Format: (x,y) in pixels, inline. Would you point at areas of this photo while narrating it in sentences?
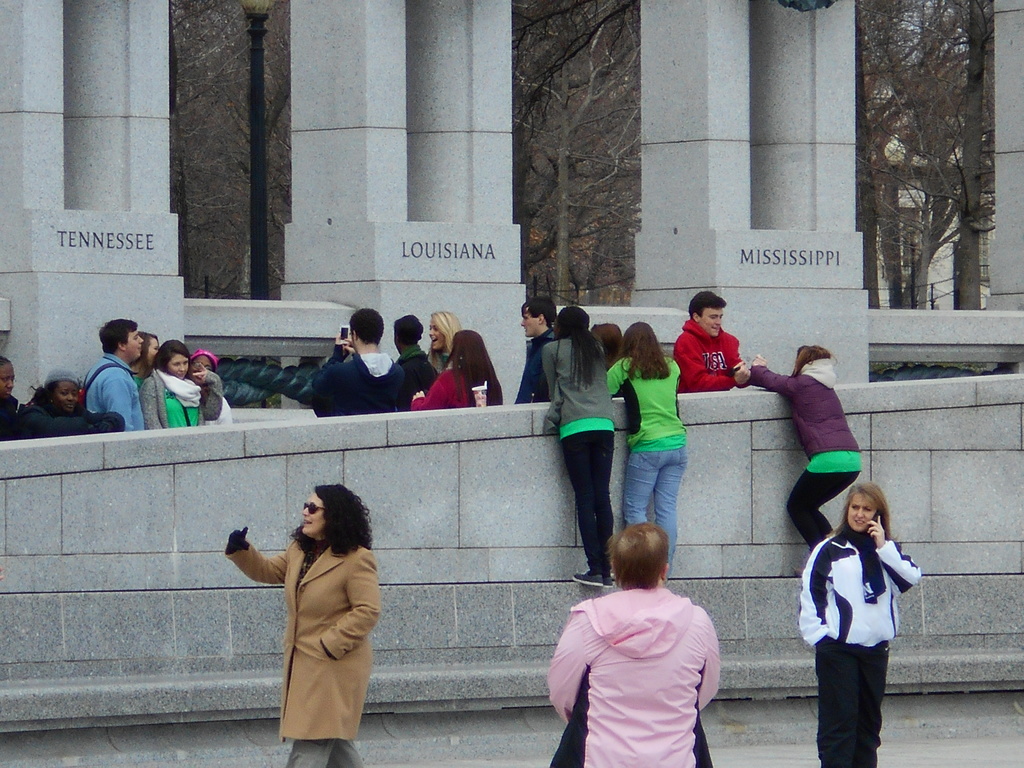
In this image I can see the group of people (453,363) with different color dresses (352,625). I can see one person (314,517) with the goggles (317,505). To the side of these people (106,387) I can see the pillars (282,287) and the names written on the pillars (682,228). There are many trees (896,272) in the back (893,272).
